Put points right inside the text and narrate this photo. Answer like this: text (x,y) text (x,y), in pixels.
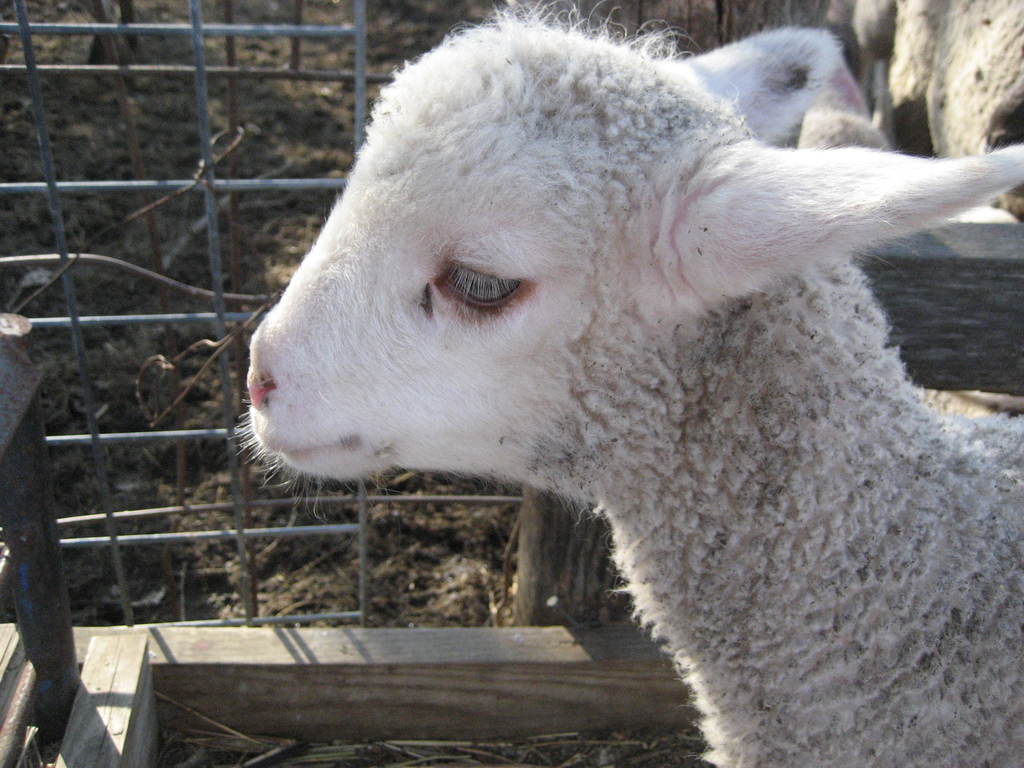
In this image I can see an animal (791,469) which is in white color. I can see fencing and mud (163,404).
